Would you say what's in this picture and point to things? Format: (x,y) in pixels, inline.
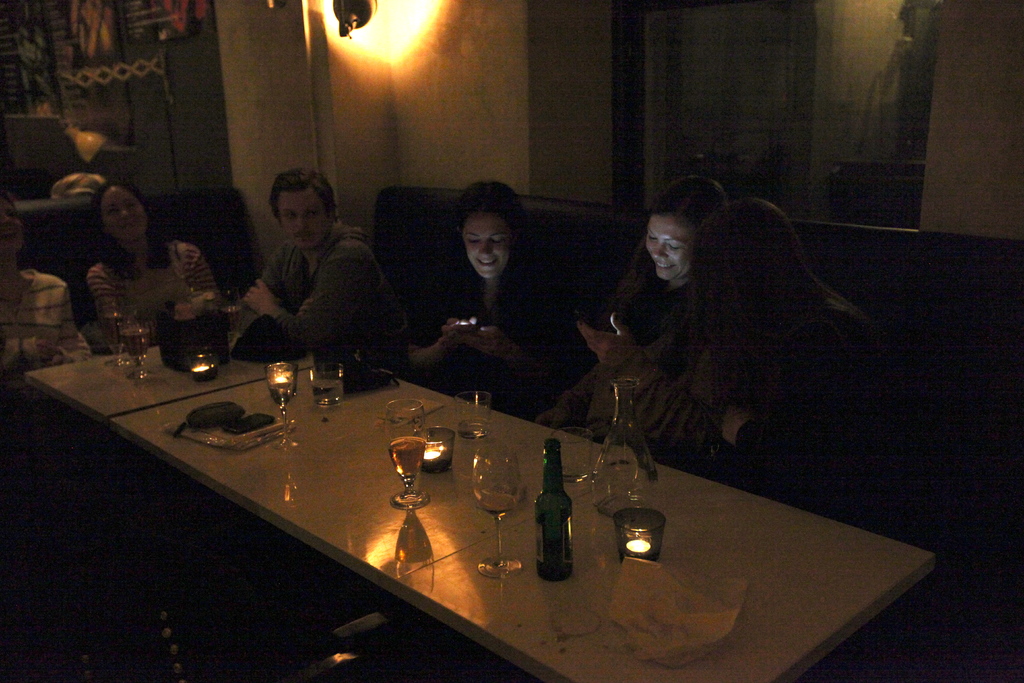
This picture is of inside the room (863,478). In the center (420,439) on there is a table (472,570) on the top of which glasses (499,529) containing drinks (415,455) and bottles (613,482) are placed. There are group of persons (812,319) sitting on the sofas (563,347). In the background (1003,69) we can see a wall (403,38), wall lamp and wall poster (115,51).
